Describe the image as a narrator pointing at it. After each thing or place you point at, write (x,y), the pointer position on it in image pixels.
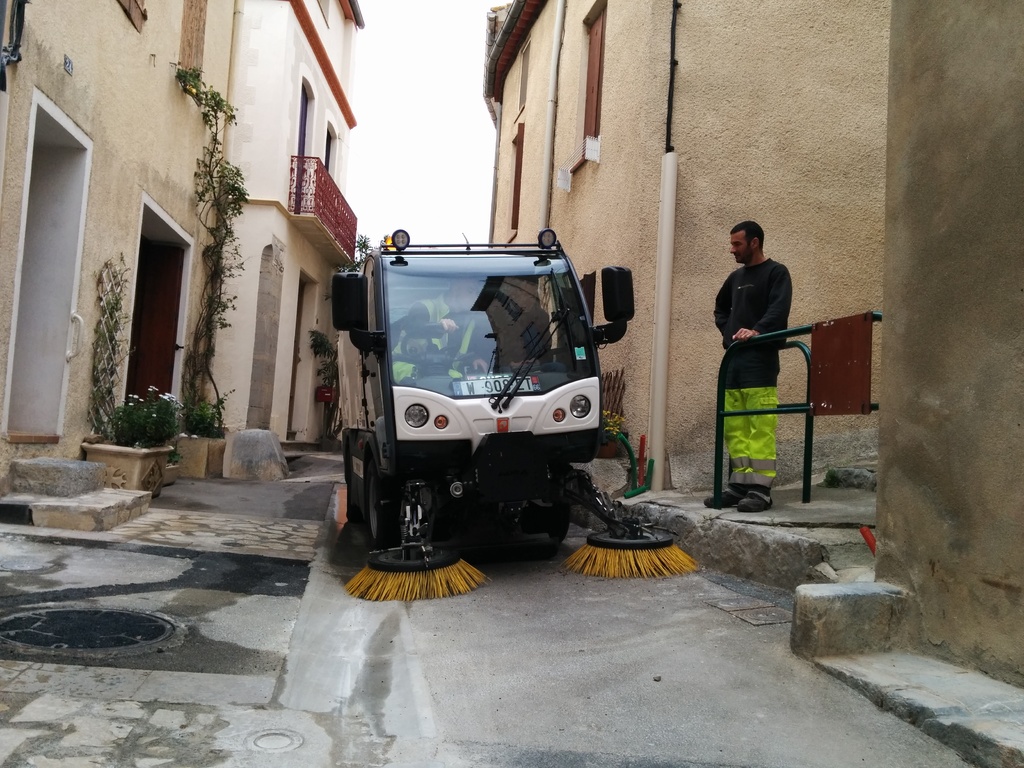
In this picture, there is a lane (505,650) in between the buildings (818,279). On the lane (446,682), there is a truck (557,334) with giant brushes (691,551) and a person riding it. Beside it, there is another person (733,247) wearing a black clothes (764,308). On either side, there are buildings (304,106) with windows (522,131), plants (217,240) etc. On the top (403,98), there is a sky (396,124).
